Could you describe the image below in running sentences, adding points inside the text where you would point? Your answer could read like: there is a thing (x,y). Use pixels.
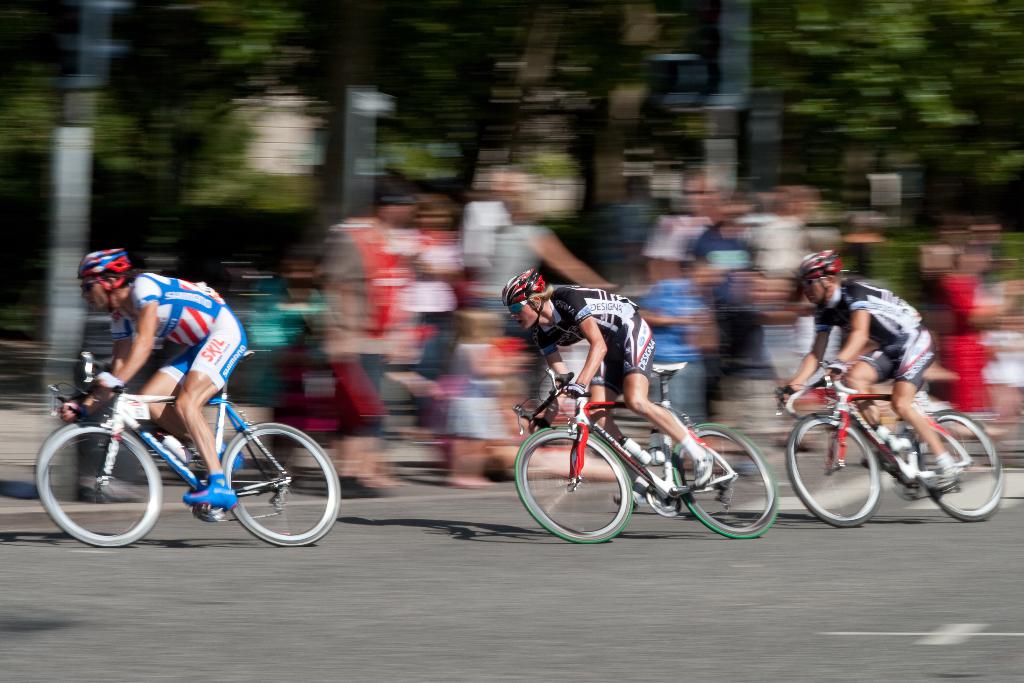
Here in this picture we can see three people (118,372) riding bicycles (792,453) on the track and we can see all of them are wearing gloves (574,396), goggles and helmet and beside them we can see people (731,302) standing and other plants (405,97) and trees (674,155) in blurry manner.
